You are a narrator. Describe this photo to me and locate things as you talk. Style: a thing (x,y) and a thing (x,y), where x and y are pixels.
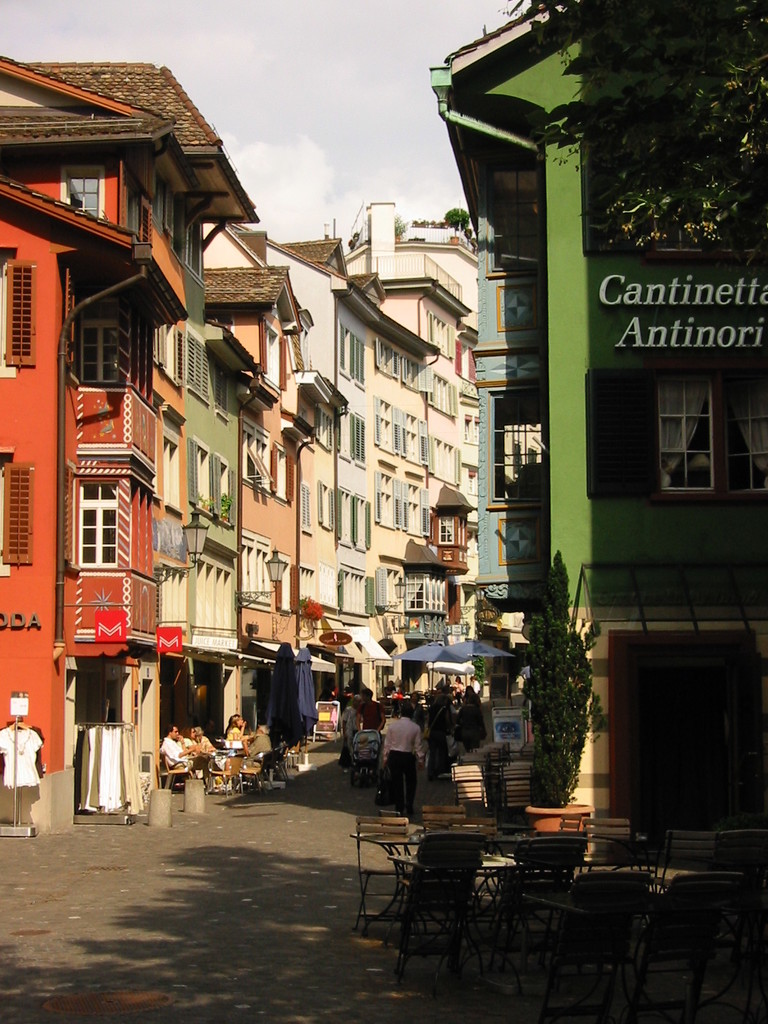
This is the picture of a place where we have some buildings (232,685) to which there are some windows (18,557) and some other things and on the road (234,861) there are some people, plants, poles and some chairs (359,816) to the side.
